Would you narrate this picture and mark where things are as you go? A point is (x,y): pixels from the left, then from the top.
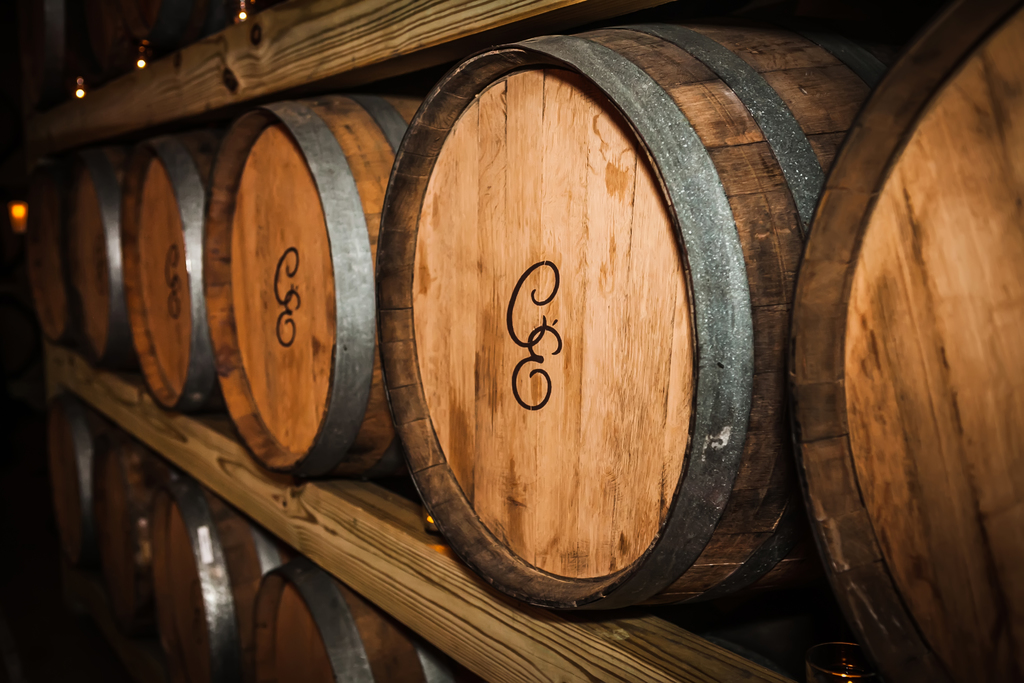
In this image I can see barrels (828,383) in a shelf (87,98) and lights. This image is taken may be in a hall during night.
